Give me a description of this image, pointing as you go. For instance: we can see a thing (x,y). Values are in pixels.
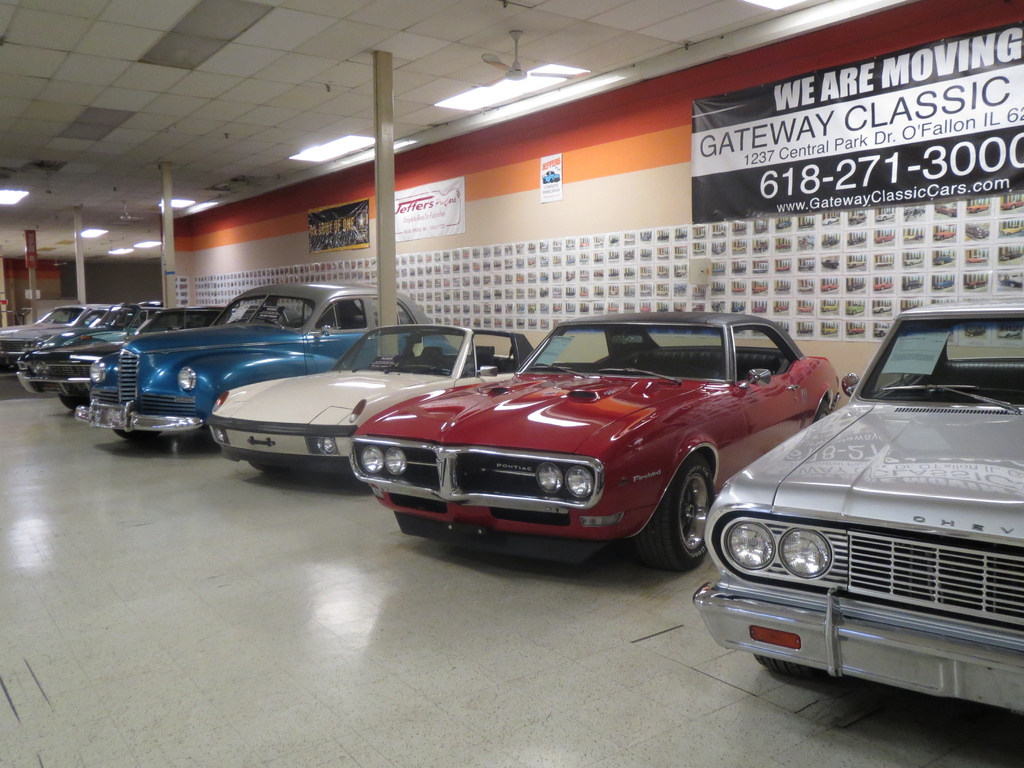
In this image there are a few vehicles (509,444) parked on the floor (596,581), behind that there are pillars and few images (718,235), poster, banners (448,211) are attached to the wall (495,195). At the top of the image (297,132) there is a ceiling (199,140) with lights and a fan (500,68).
